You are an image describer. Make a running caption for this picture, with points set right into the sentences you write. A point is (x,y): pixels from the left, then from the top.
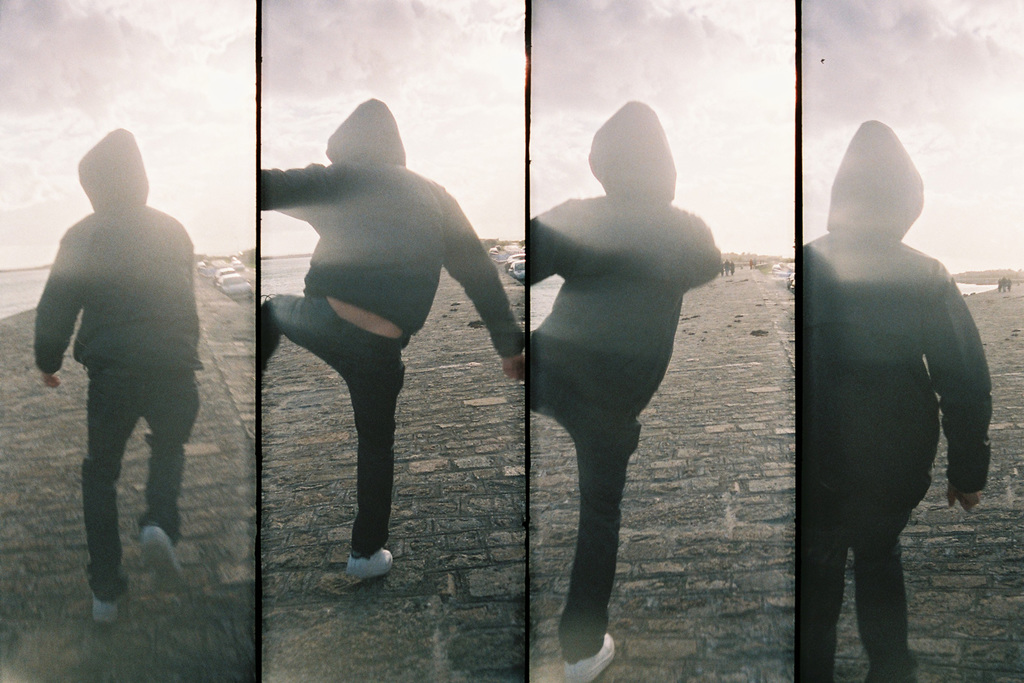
In this picture I can see there is a man (153,341) walking, jumping and he is wearing a coat (625,280) and a hood (645,182). In the backdrop (225,289) there are few people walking and there are some vehicles (239,286) parked here and the sky (76,90) is cloudy.
